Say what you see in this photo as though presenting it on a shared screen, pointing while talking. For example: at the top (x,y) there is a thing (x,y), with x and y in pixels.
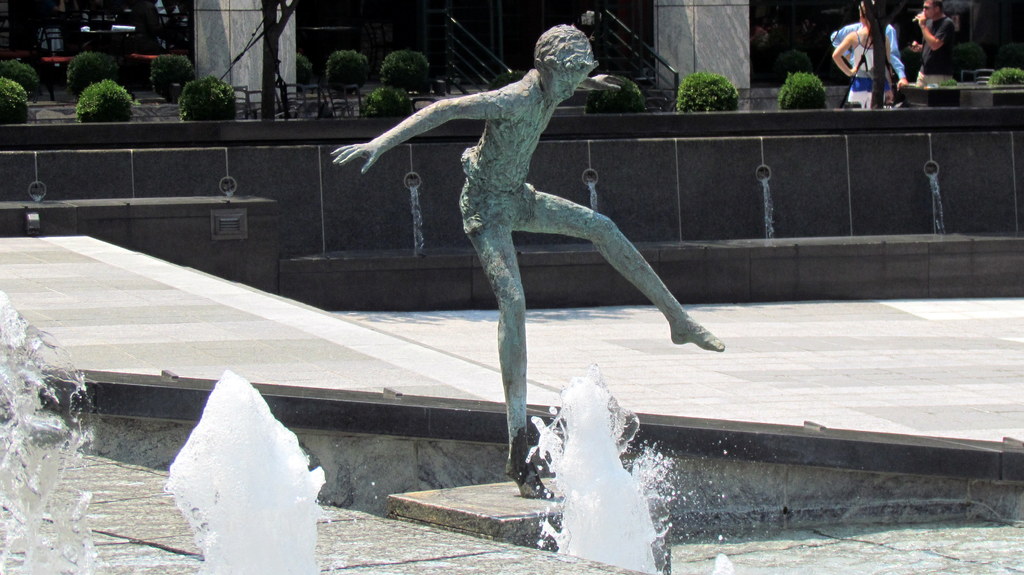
In this image, I can see the sculpture (514,346) of a person (507,269). I think these are the water fountains (273,497). At the top of the image (641,109), I can see the bushes (89,93). There are few people (849,43) standing. In the background (695,66), that looks like a building (313,16) with the pillars (292,41). I think this is a pathway (426,334).
